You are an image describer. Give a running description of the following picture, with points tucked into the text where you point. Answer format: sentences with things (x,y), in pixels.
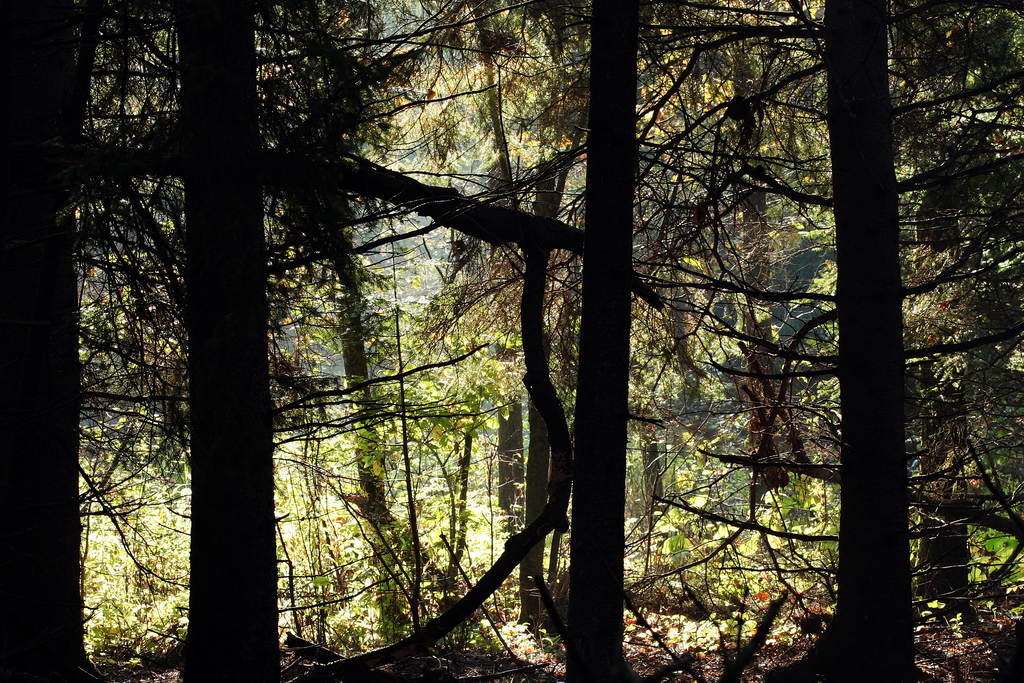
The image might be clicked in the forest (784,533). In the picture there are trees (599,489), plants (155,557) and dry leaves (698,646). The sun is shining.
